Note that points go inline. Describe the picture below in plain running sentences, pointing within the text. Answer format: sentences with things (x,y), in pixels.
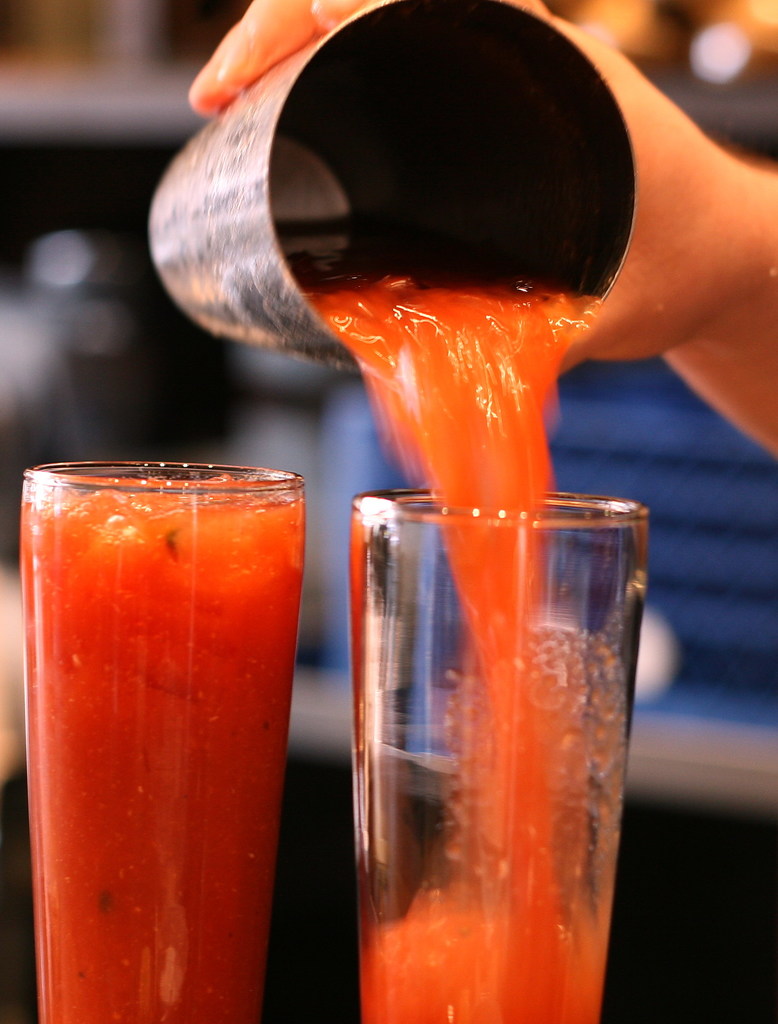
In this image I can see 2 glasses (215,919) of drinks (185,746). A person (762,241) is holding a steel glass (346,207) of drink (430,323) and pouring it in the right side glass (533,669). The background (13,431) is blurred.
